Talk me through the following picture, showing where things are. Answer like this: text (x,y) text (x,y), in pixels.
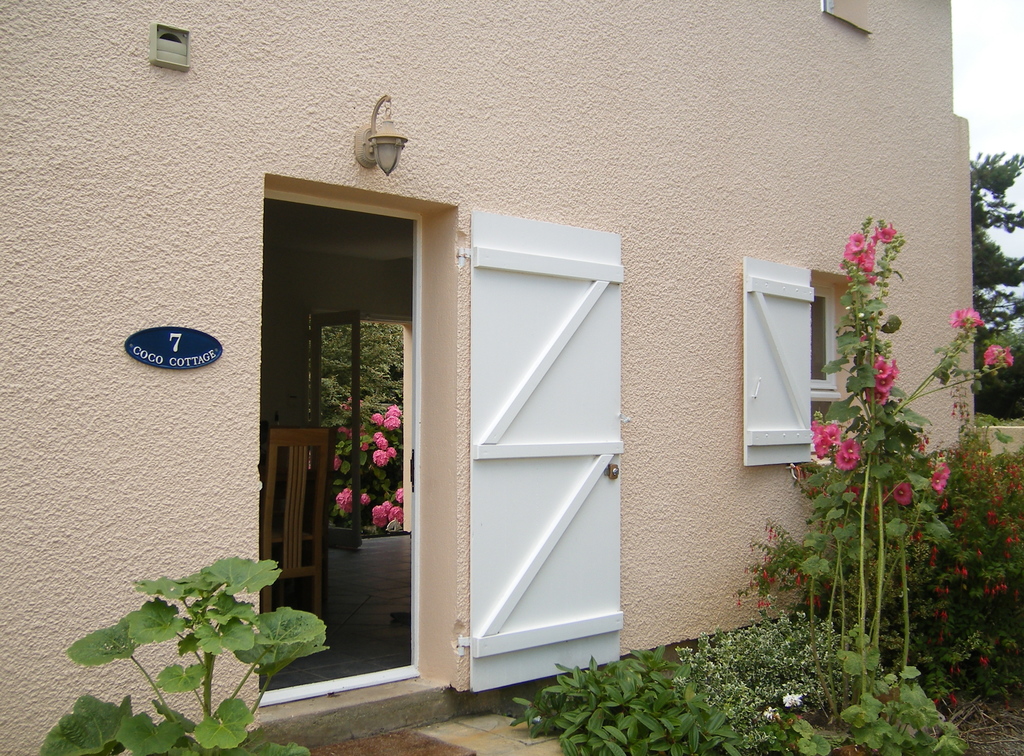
In this picture, we see a building (662,74). It has white door (614,420) and windows (815,381). At the bottom (745,695), we see plants (278,665) and some of these plants (858,318) have flowers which are in pink color. In the middle of the picture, we see a wooden chair (285,512). Beside that, we see a door (355,518) from which we can see plants (335,419) and trees (370,346) which have pink flowers (379,516). On the right side (997,169), we see a tree (992,273). We see a board (170,330) in blue color with text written on it, is placed on the wall (142,327).
